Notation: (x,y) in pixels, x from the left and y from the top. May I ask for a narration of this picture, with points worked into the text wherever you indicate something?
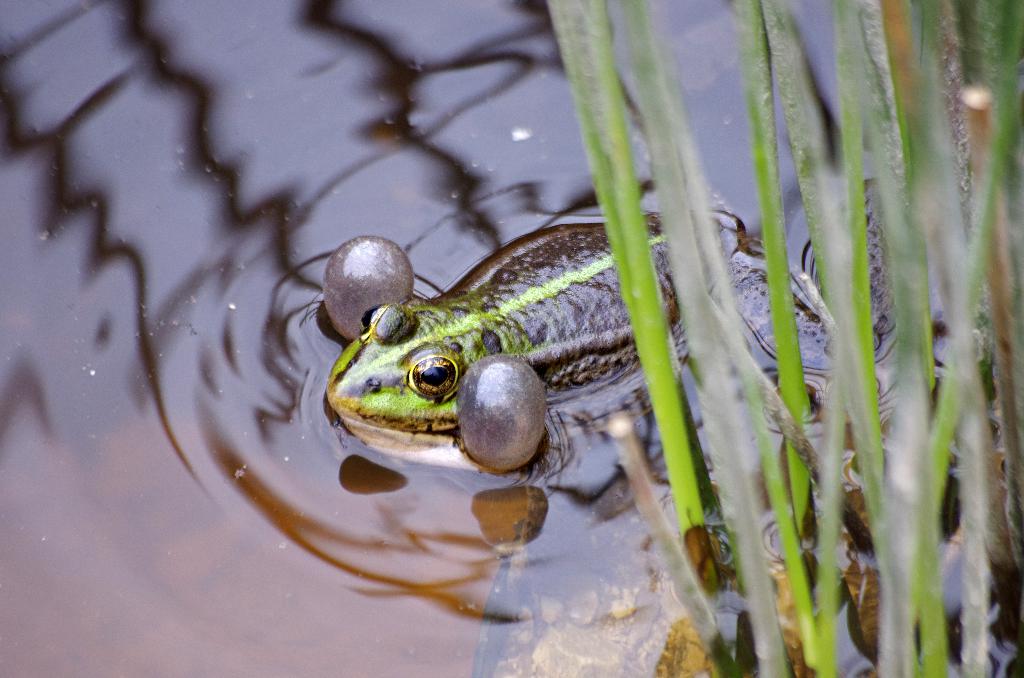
In this image we can see frog (355,344) in the water (329,465). Right side of the image (879,435) grass (857,465) is there.
